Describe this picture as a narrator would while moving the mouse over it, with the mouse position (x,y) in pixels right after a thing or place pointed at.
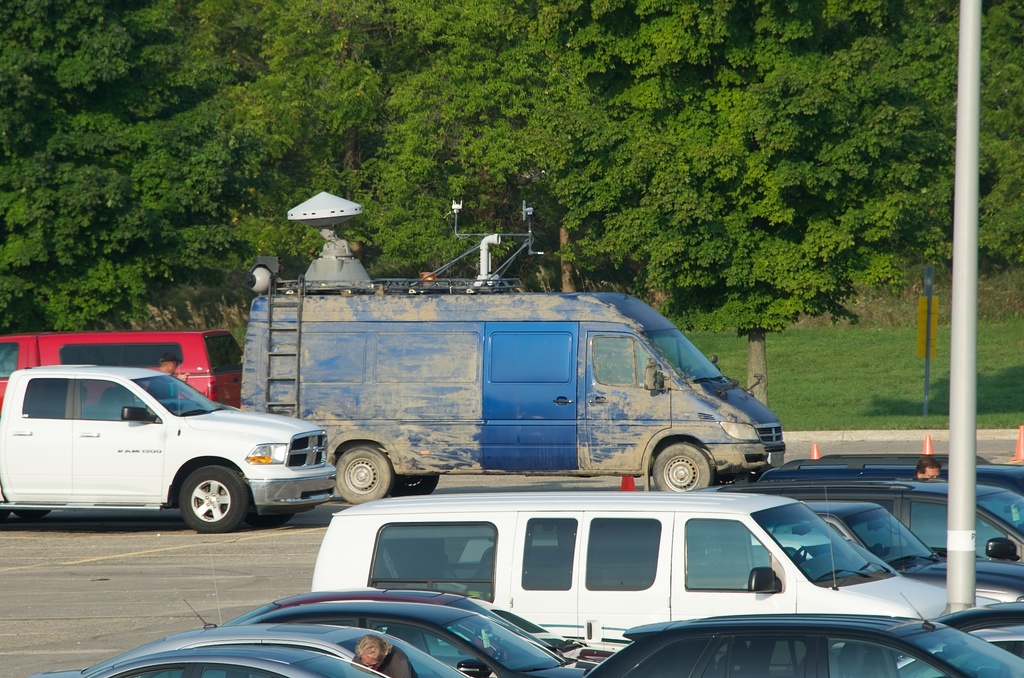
In this image there are some vehicles (337,596) as we can see at bottom of this image (413,526) and there is one pole (963,445) at right side of this image (957,355). There are some trees (470,161) in the background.
